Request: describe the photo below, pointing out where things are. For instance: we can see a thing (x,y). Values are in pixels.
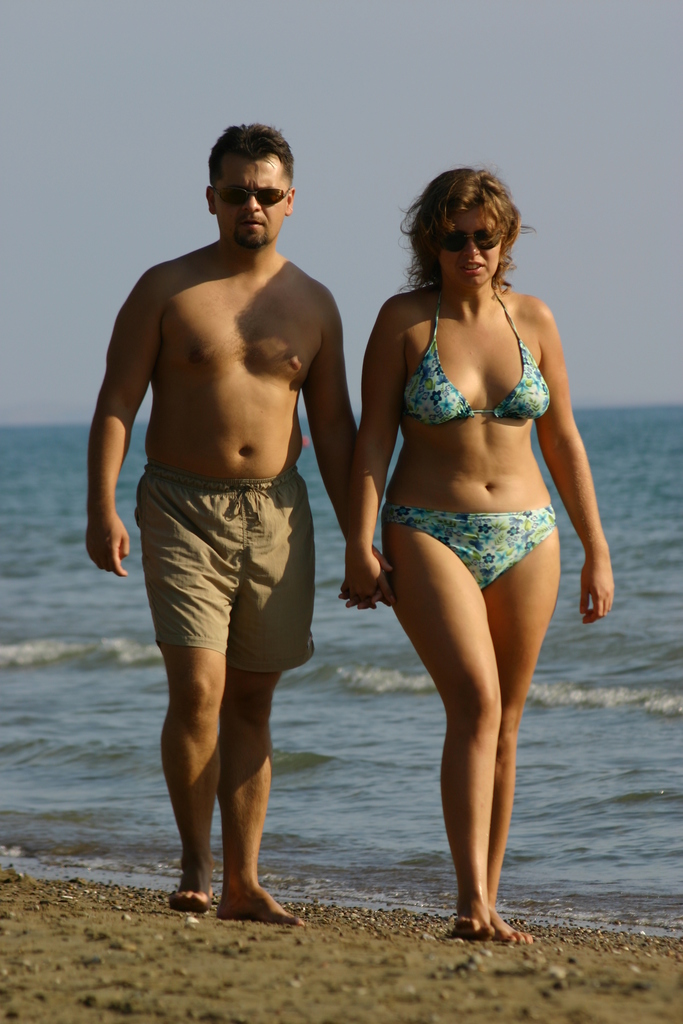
In this image we can see a man (242,500) and woman (567,443) are walking on the beach (418,920). In the background (664,568), we can see the water (644,609) and the sky (46,111).
